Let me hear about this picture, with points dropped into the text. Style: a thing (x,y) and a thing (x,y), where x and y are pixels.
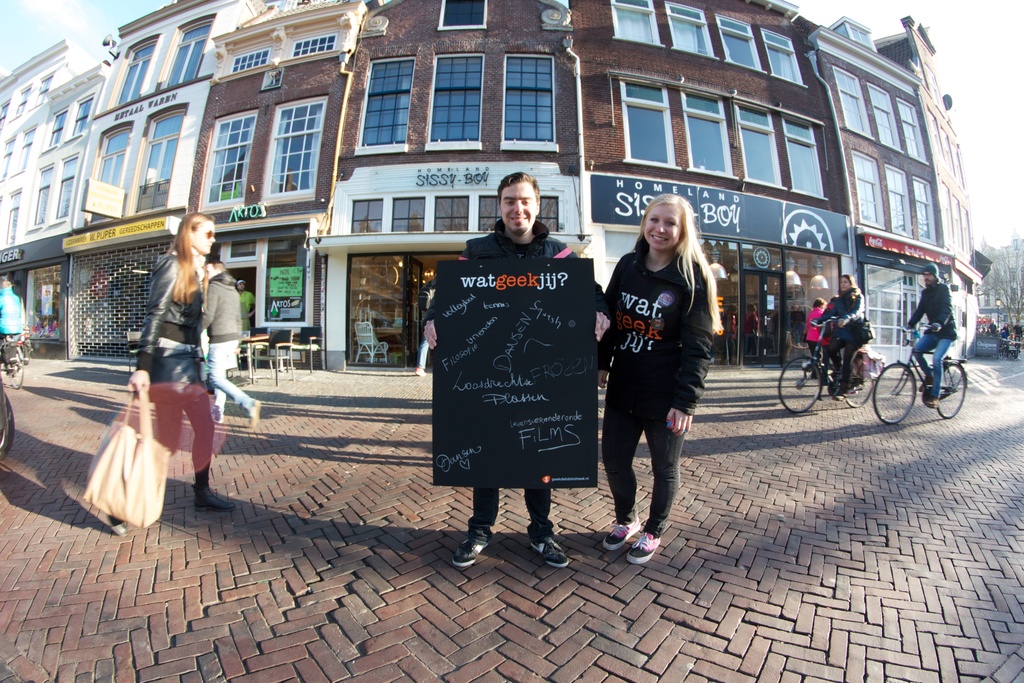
In this image I can see there are two persons (475,516) standing and they are two people (835,322) riding bicycles (878,382) on right side (884,398) and there are few buildings (492,136) in the backdrop (239,173) and there are few windows (396,59) and the sky (90,43) is clear.
